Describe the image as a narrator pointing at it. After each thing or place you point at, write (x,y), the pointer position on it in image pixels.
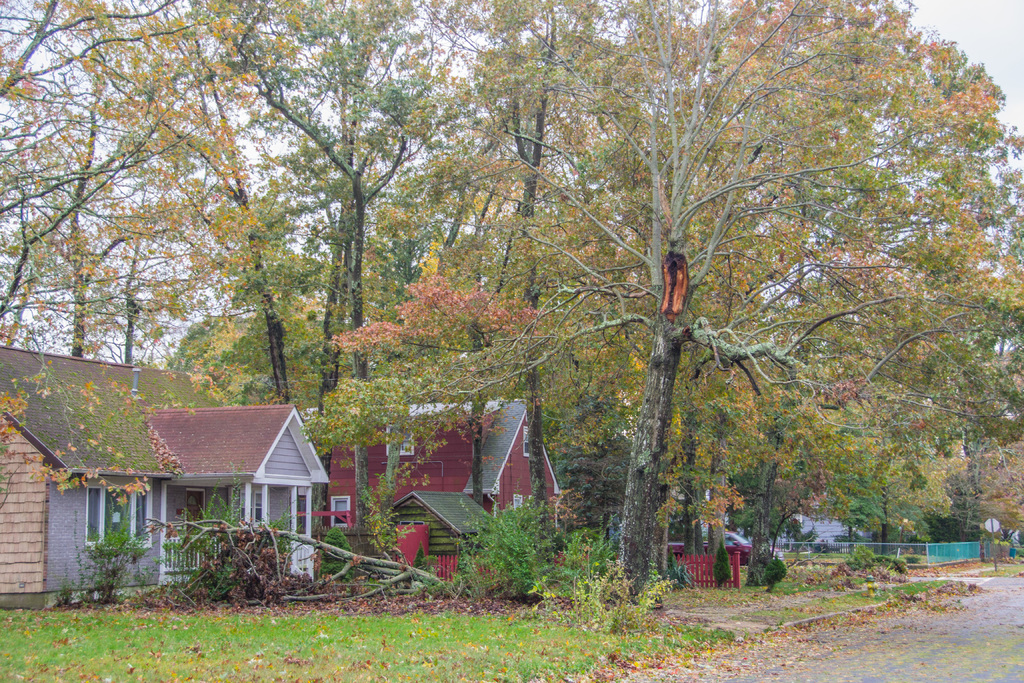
In this picture I can see there are some buildings (55,507), trees (137,343), plants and there is a road (997,672) and the sky (964,35) is overcast.
